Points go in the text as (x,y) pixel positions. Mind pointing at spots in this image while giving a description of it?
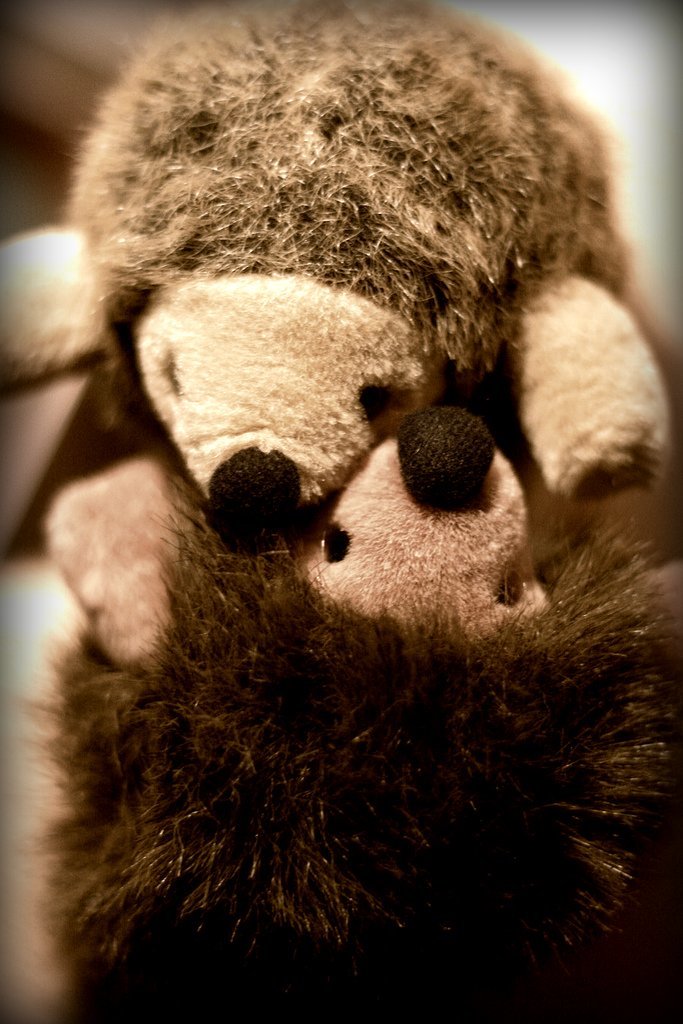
In this picture there are toys (391,647).
